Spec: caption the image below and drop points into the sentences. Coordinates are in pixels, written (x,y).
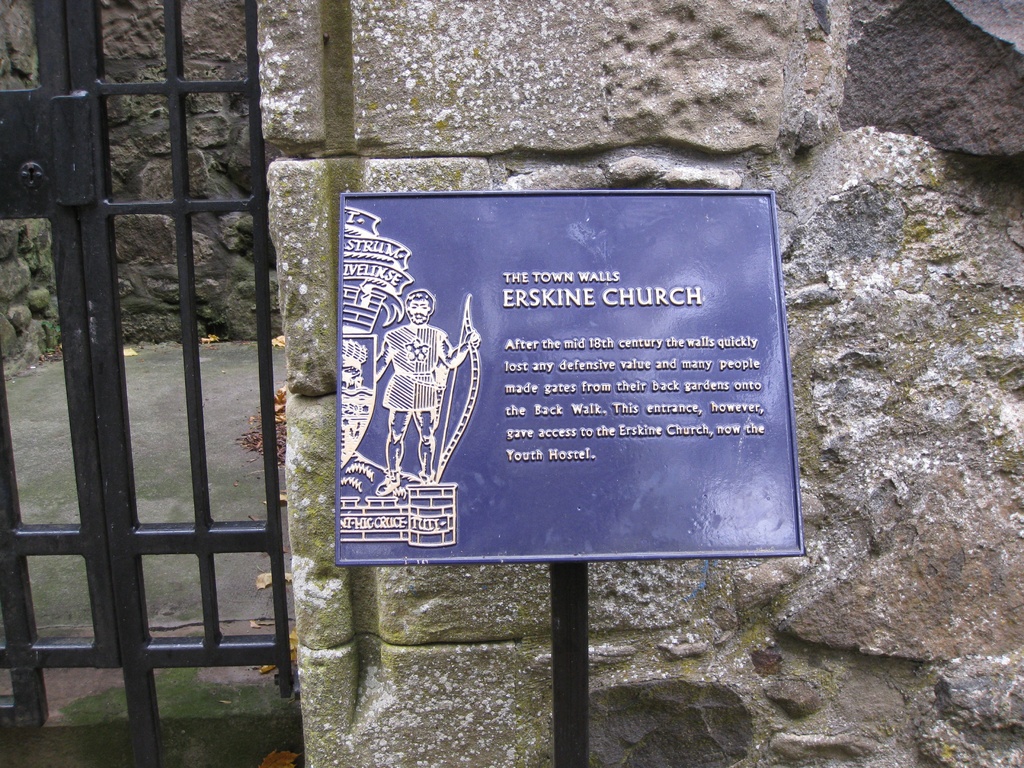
In the center of the image (451,288) there is a board (532,462). In the background (980,334) we can see gate (84,67) and wall (863,153).
